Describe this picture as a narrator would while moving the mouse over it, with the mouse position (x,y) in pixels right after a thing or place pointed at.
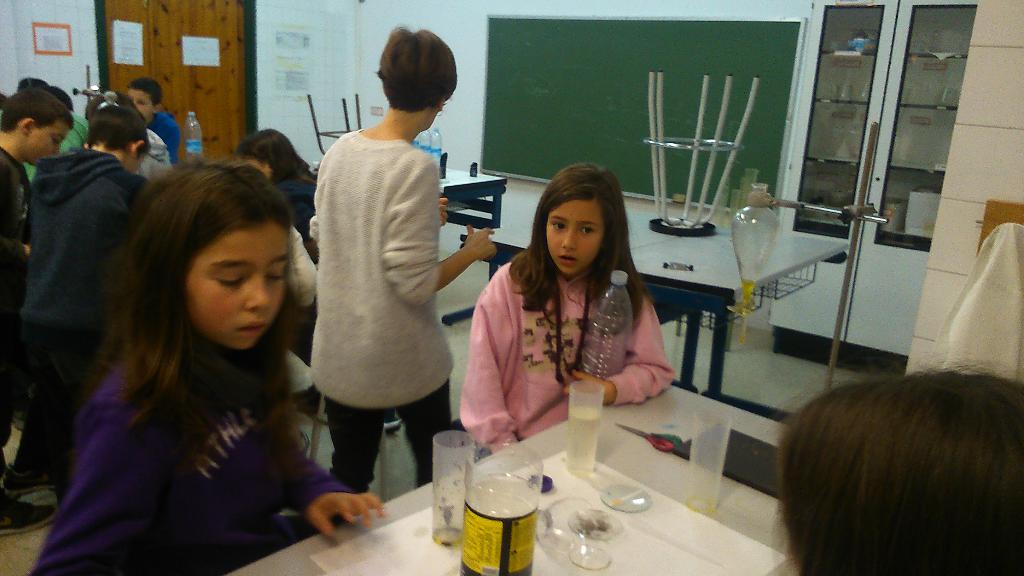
In the background (294,16) we can see posters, wall (15,18). In this picture we can see a stool (668,145) placed on a table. We can see a green board (530,169), tables (726,512), bottles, objects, cupboards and the floor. We can see people (75,330) standing. In the bottom right corner of the picture (733,506) on a table (688,533) we can see glasses (464,475) and few objects (494,548). We can see a girl (639,384) holding a bottle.
